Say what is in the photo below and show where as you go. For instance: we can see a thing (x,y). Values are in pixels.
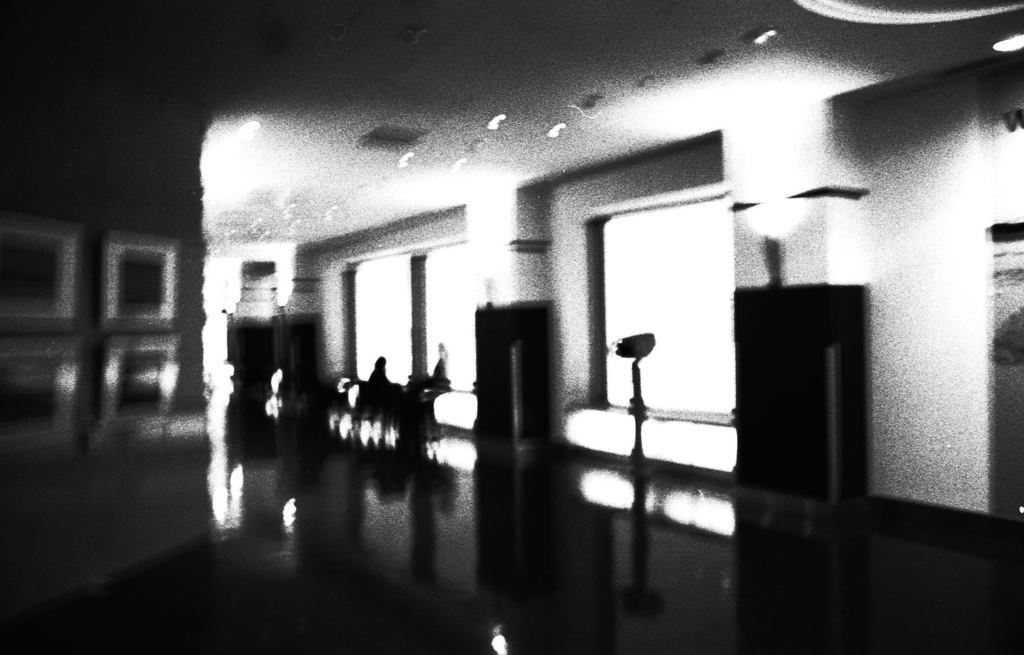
This is a black and white image that is taken in the room (942,222). In the room (554,317) we can see windows (644,310), person (386,392) sitting on the bench (418,413), floor (750,532) and cupboards (783,467).
